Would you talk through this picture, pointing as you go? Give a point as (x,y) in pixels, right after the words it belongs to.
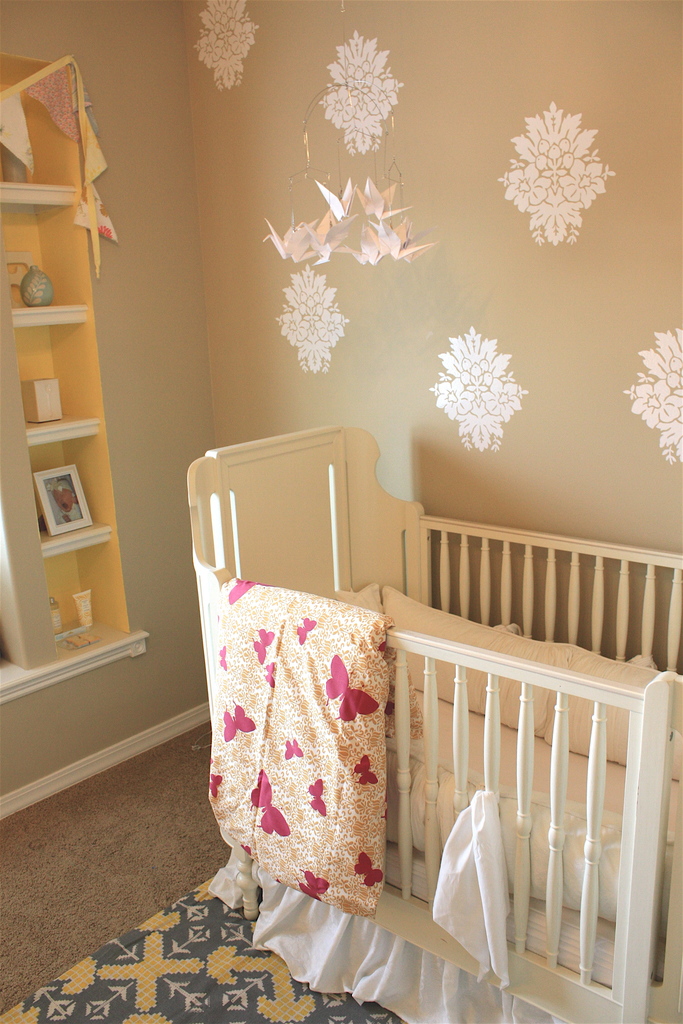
In the image there is an infant bed (530,719) and behind the bed (361,459) there is a wall (326,121) and there are some shelves (67,195) to the cabinet (25,66) in front of the wall (164,622).
